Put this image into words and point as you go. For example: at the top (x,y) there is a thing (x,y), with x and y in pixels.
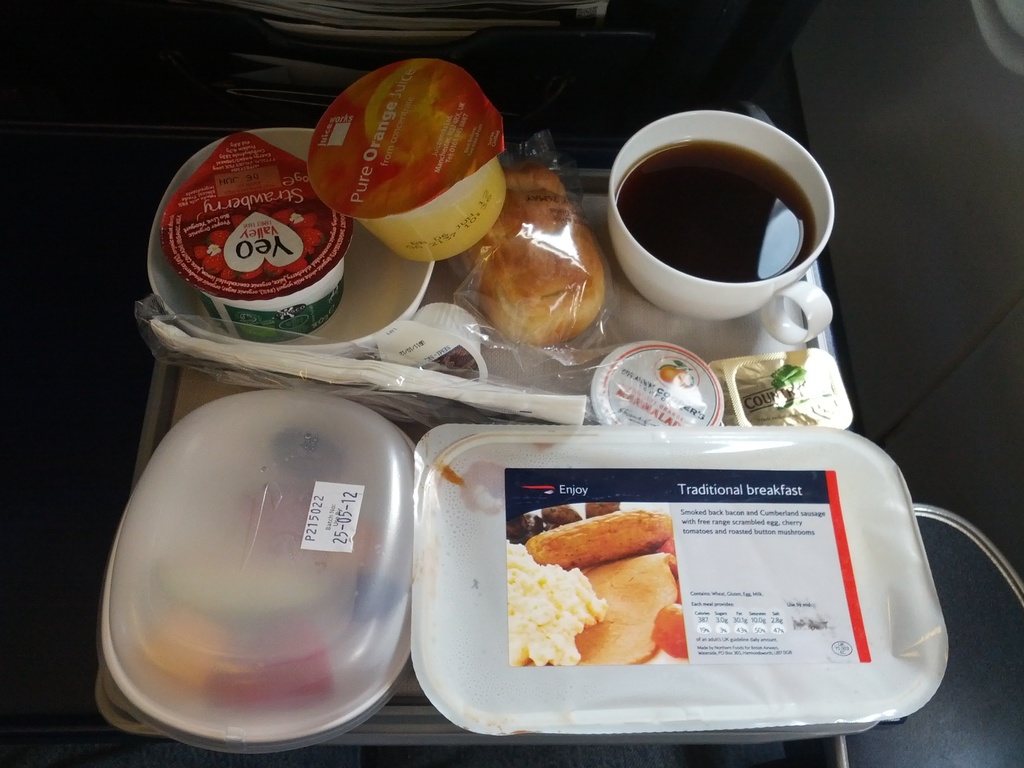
In this image there are food items (634,466) which are packed.
